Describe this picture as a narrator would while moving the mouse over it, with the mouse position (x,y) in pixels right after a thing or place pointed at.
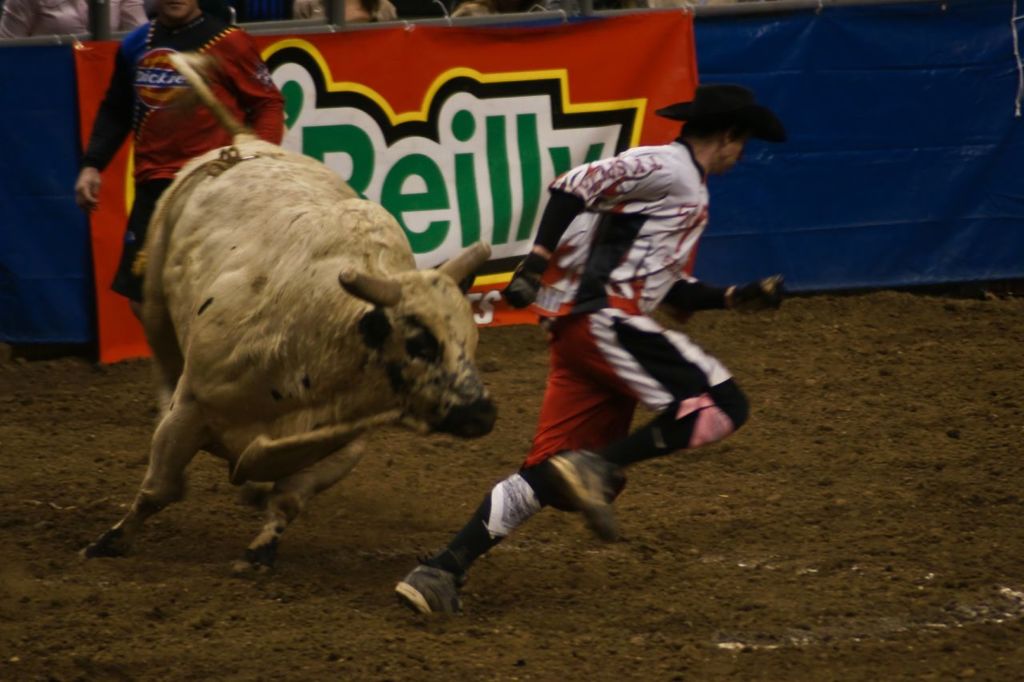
In this image it seems like a bull fight. In this image there is a man (657,383) running on the ground (696,456). Behind him there is a bull (316,247). In the background (363,75) there are banners (399,81). Behind the banner (333,46) there are few spectators (308,19) who are watching the fight.
